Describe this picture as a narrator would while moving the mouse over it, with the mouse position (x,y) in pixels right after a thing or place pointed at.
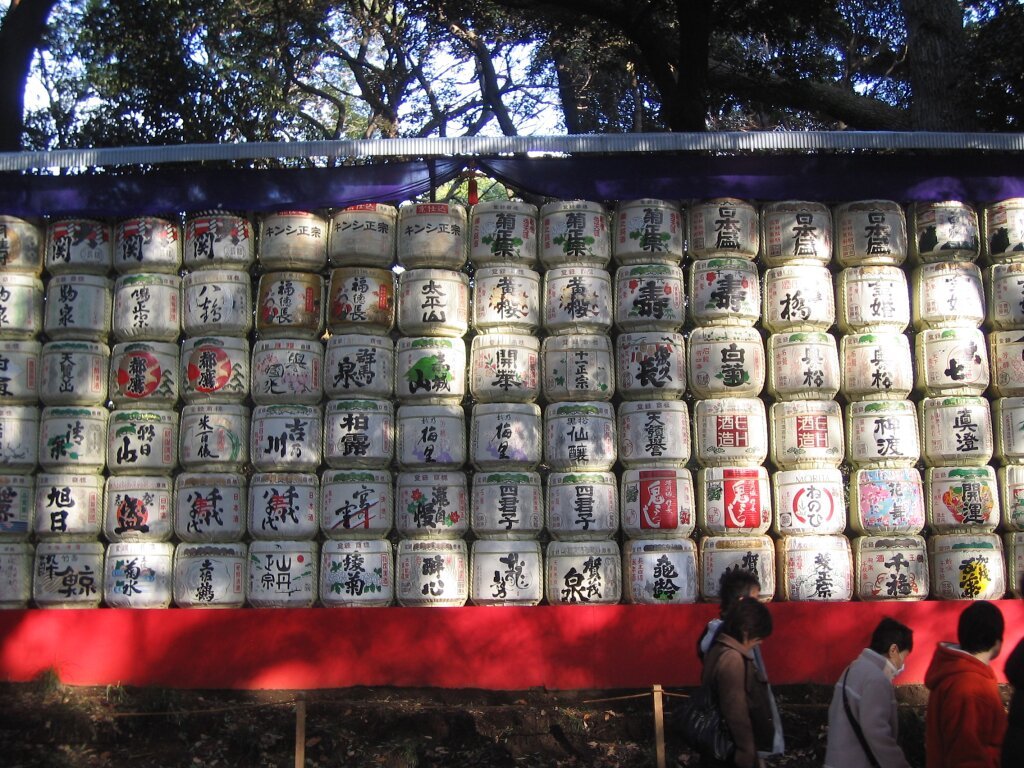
In this image we can see straw-wrapped containers (373,389) are arranged and something is written on it. Behind trees (289,60) are present. Right bottom of the image (842,698) people (767,726) are there.
